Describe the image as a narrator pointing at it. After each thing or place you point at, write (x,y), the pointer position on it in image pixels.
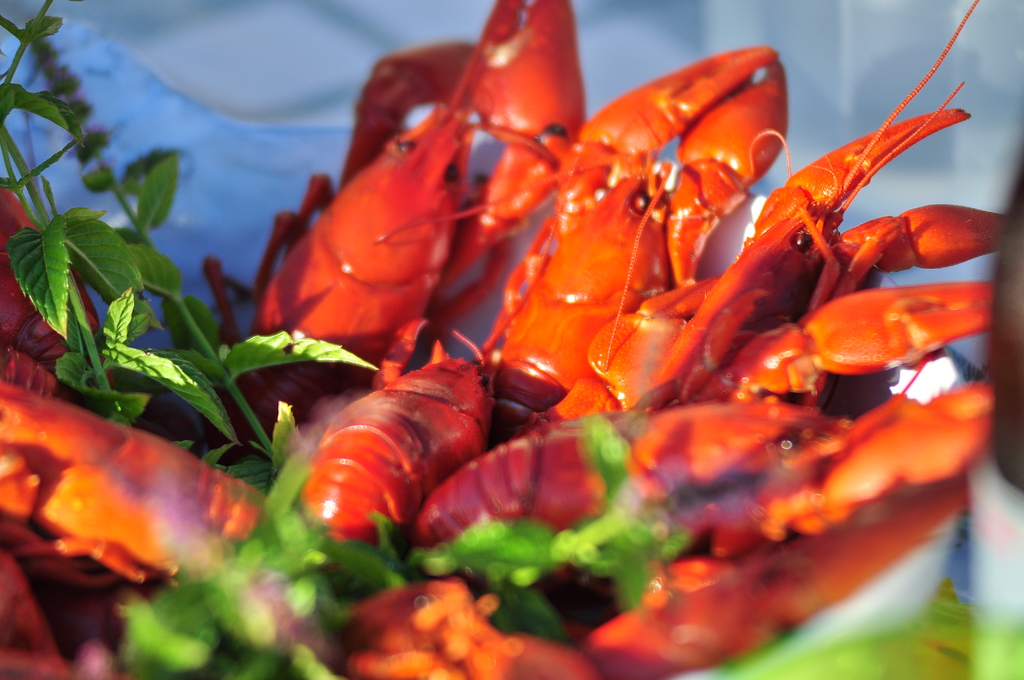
In this image these are a few lobsters (446,524) and green leaves (58,215) in the bowl (234,206). In this image the background (788,15) is a little blurred.
